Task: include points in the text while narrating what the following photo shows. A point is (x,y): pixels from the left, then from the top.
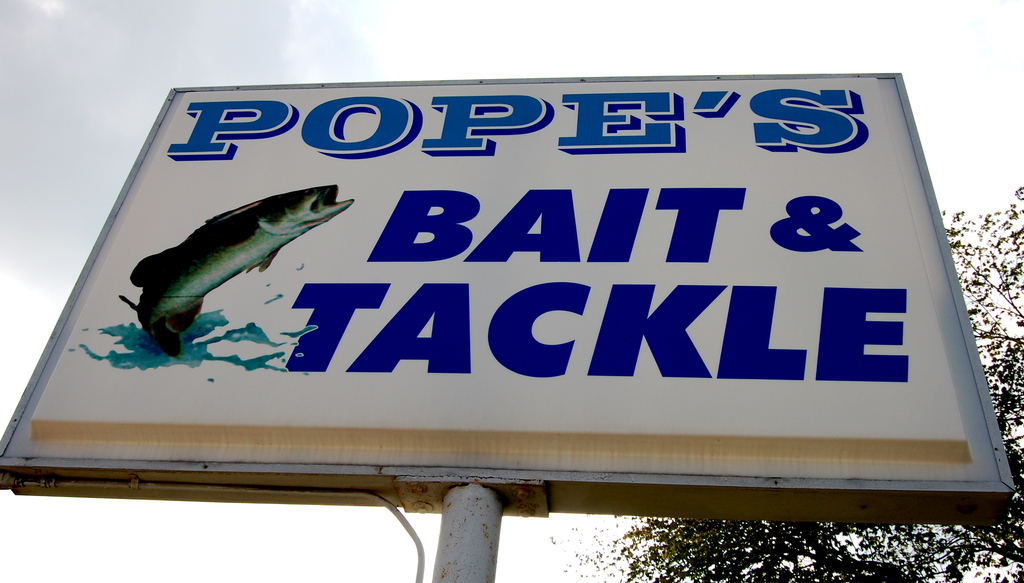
In the image we can see a hoarding (982,508). Behind the hoarding (969,521) there are some trees (987,358) and clouds (64,34) and sky (320,571).
